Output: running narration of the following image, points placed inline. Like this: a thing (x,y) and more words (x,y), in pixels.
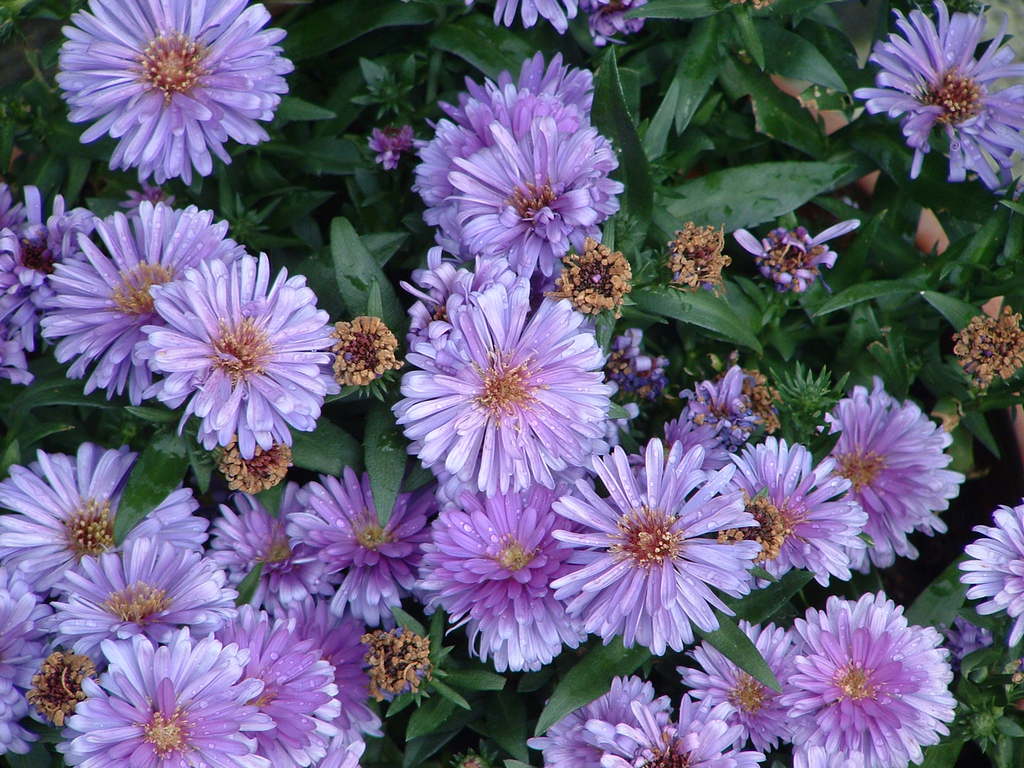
In this picture we can see a group of flowers (703,514) and leaves (154,454).
